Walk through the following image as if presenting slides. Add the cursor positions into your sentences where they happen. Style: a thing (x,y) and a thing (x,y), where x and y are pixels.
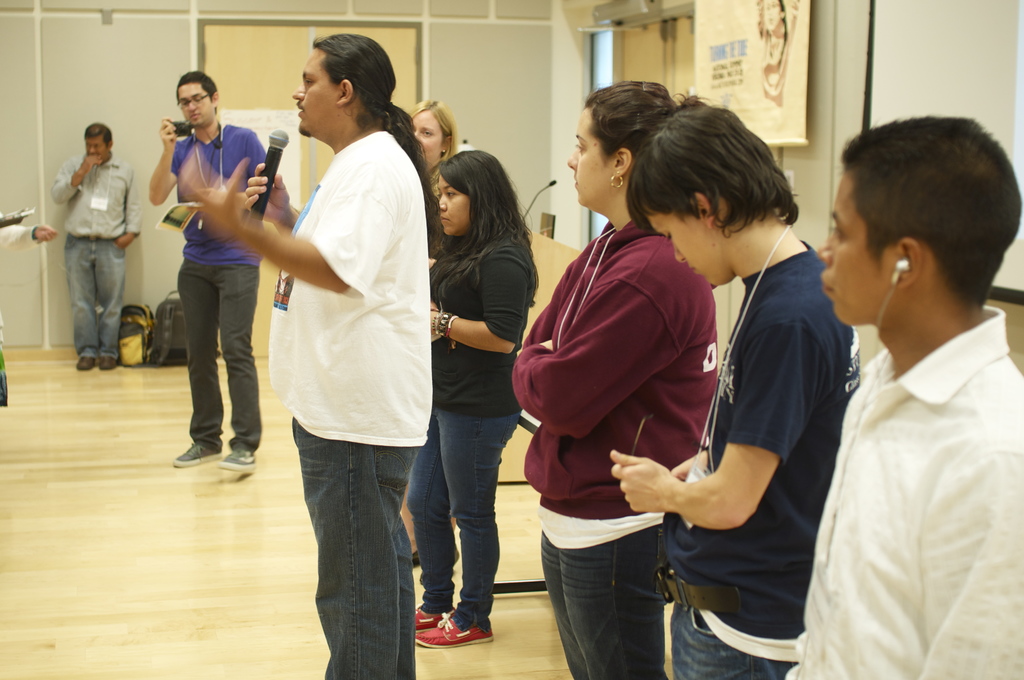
Here we can see few persons (505,425) are standing on the floor (248,491) and he is talking on the mike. There are bags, mike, and a poster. In the background (448,71) we can see a wall (23,164).
